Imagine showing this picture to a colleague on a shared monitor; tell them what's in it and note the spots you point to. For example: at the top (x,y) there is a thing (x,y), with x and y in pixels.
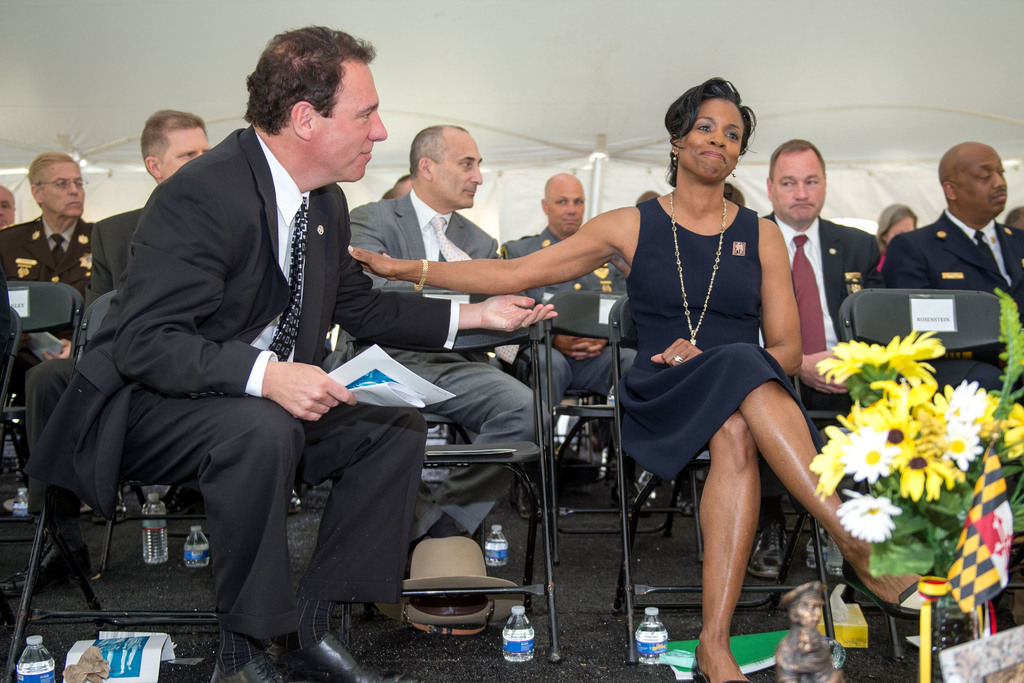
On the right side (700,356) there is a woman (662,349) sitting on a chair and smiling. On the left side (241,382) there is a man (258,383) sitting on a chair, holding few papers (375,399) in the hand (306,377) and looking at this woman (701,292). In the bottom right (925,573) there are few flowers (955,476) and leaves (926,536). At the bottom (144,553) there are many bottles (638,650) placed on the floor (574,617) and also there are few papers (761,661). In the background (421,211) few men (935,252) are sitting on the chairs (563,412). At the top of the image (622,58) there is a white color tent (481,52).
